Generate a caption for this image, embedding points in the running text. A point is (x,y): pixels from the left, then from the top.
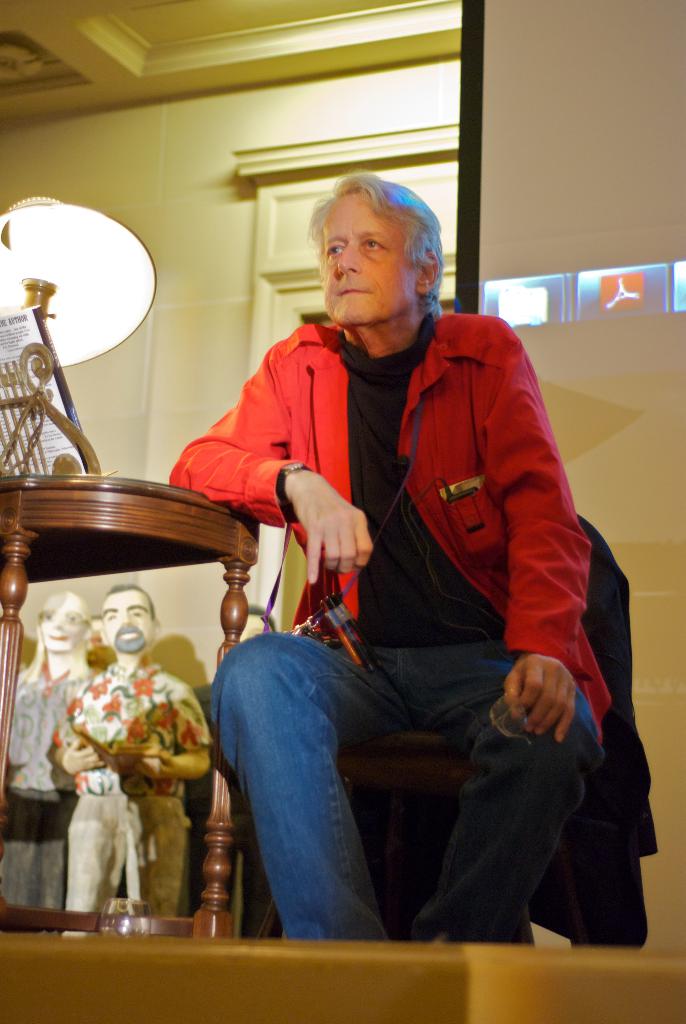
In this image there is a person (408,272) sitting on chair (389,860), beside him there is a table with lamp (67,341) and some sculptures (76,691) under that.
